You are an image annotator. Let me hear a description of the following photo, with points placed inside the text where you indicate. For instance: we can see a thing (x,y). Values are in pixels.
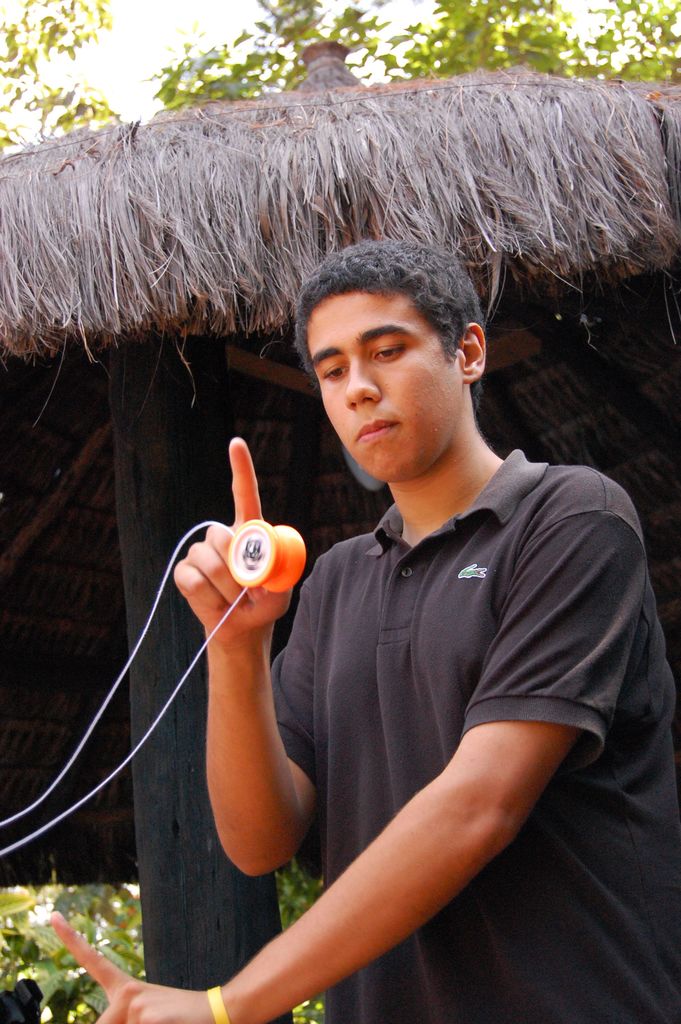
In this image we can see a man (394,740) standing and holding a yo-yo (248,537) in his hand (224,580). In the background (386,205) there are trees (255,48), sky (228,28) and a thatched shed (180,330).
